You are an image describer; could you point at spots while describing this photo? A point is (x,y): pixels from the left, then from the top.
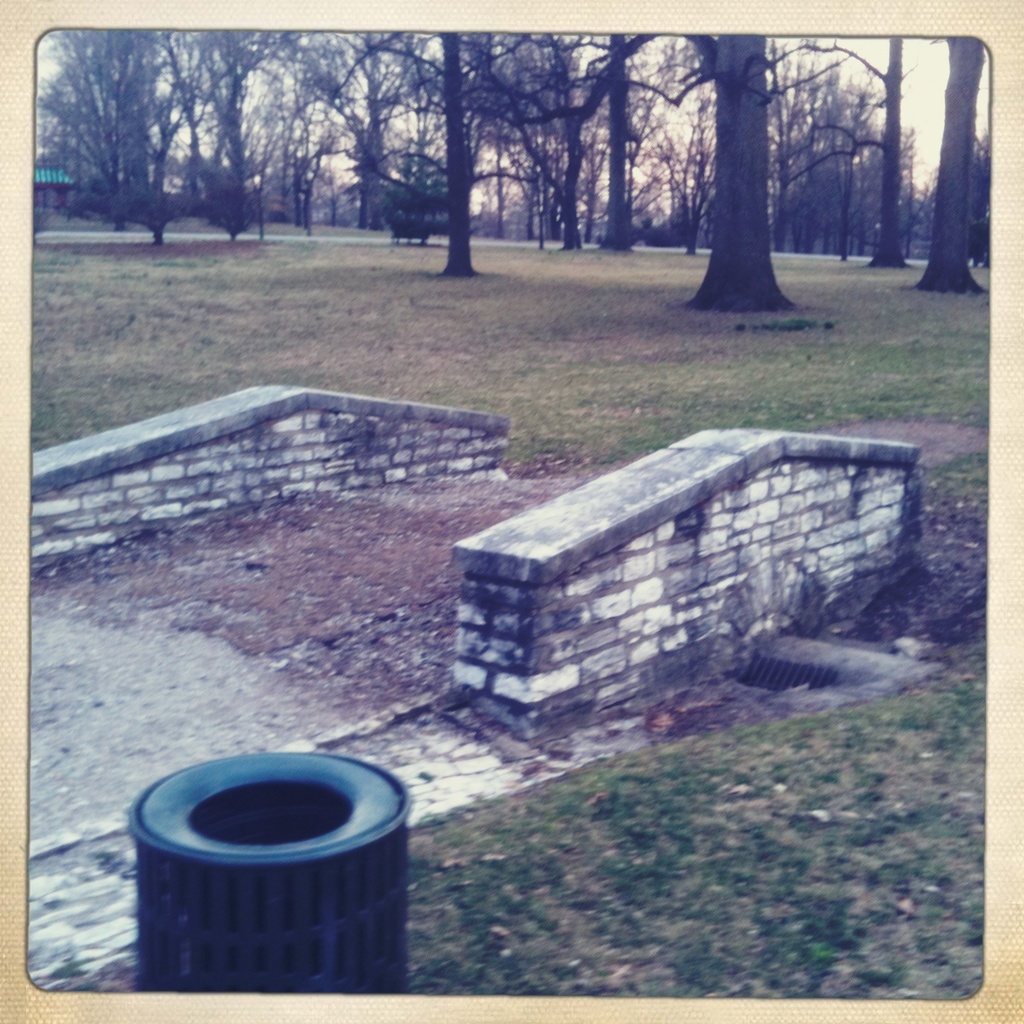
At the bottom of the image (338,876) we can see a dustbin (275,783), in the background (640,381) we can find grass (614,418) and few trees (413,109).
